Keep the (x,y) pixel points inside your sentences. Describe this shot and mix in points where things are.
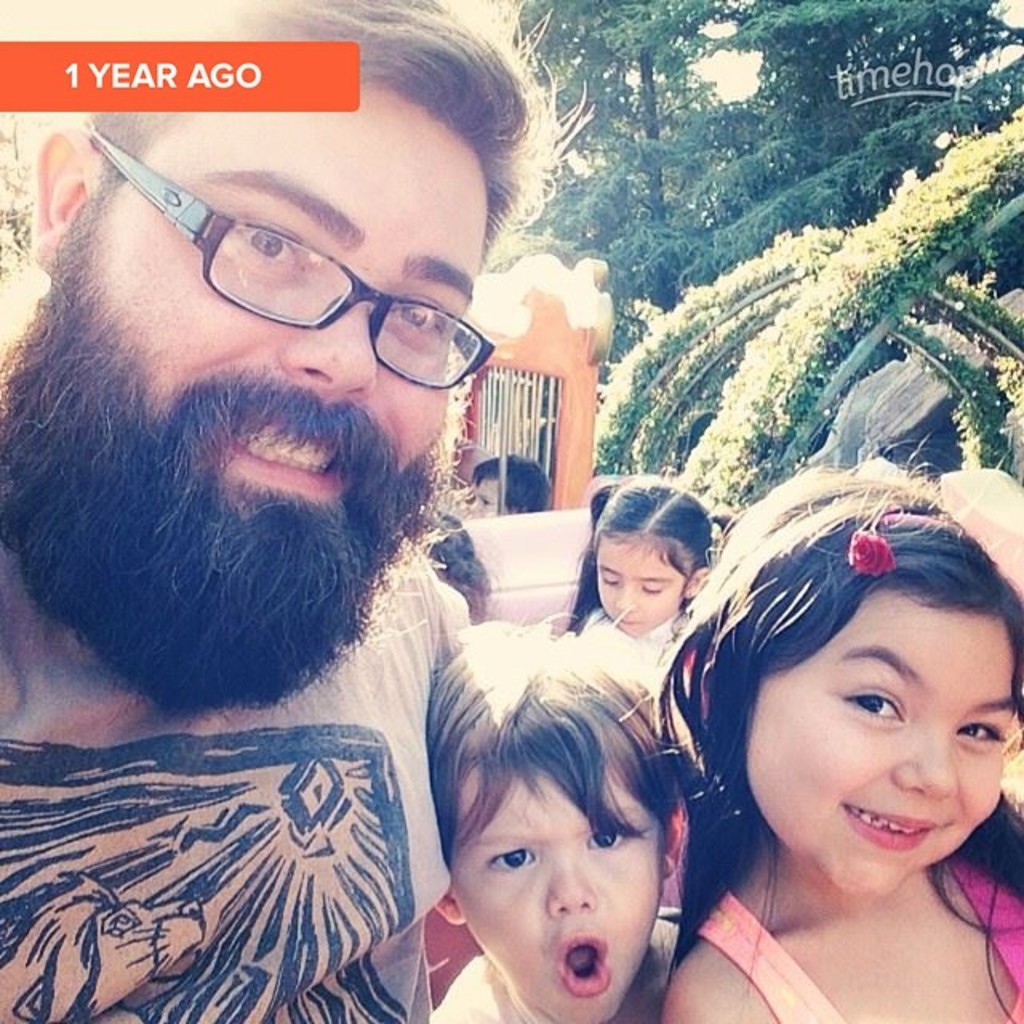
In the image we can see a man (227,757) and there are many children's (674,846). They are wearing clothes (340,893) and this man (332,723) is wearing spectacles (252,287). This is a watermark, trees (653,277), fence (540,428) and a sky (728,83).
